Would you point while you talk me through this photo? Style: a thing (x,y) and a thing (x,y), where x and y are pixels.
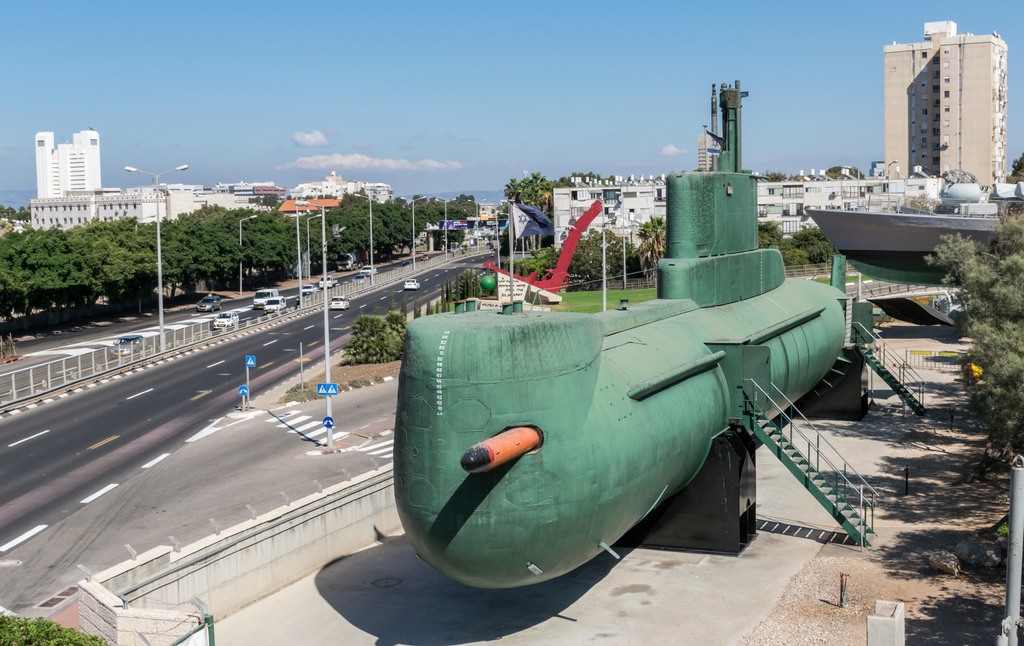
In this image I can see the ground (598,597), a huge green colored object (580,487) which is in the shape of a submarine, few trees (1015,354), few buildings (944,66), the road (187,405), few vehicles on the road (203,410), few poles (323,236), few stairs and few buildings (619,182). In the background (29,167) I can see the sky (495,68).
